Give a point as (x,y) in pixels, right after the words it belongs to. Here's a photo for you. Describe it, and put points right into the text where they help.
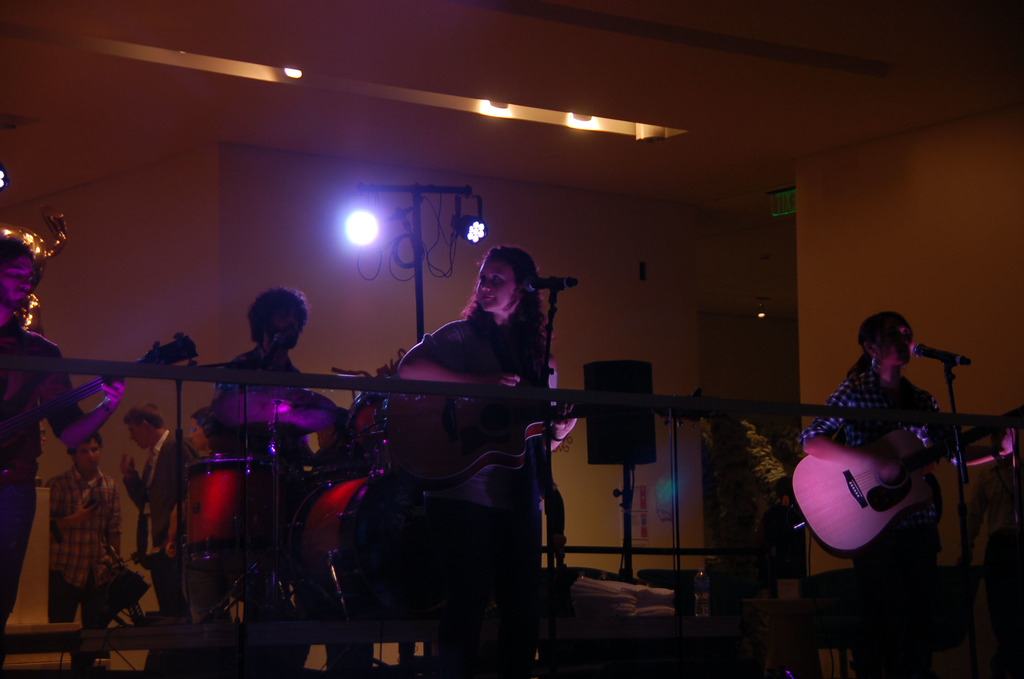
In this picture we can see four persons (836,436) where they are playing musical instruments (221,472) such as guitar (914,479), drums (268,467) and singing on mic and in background (325,257) we can see wall (348,267), light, speakers (625,431), some persons (160,494).
